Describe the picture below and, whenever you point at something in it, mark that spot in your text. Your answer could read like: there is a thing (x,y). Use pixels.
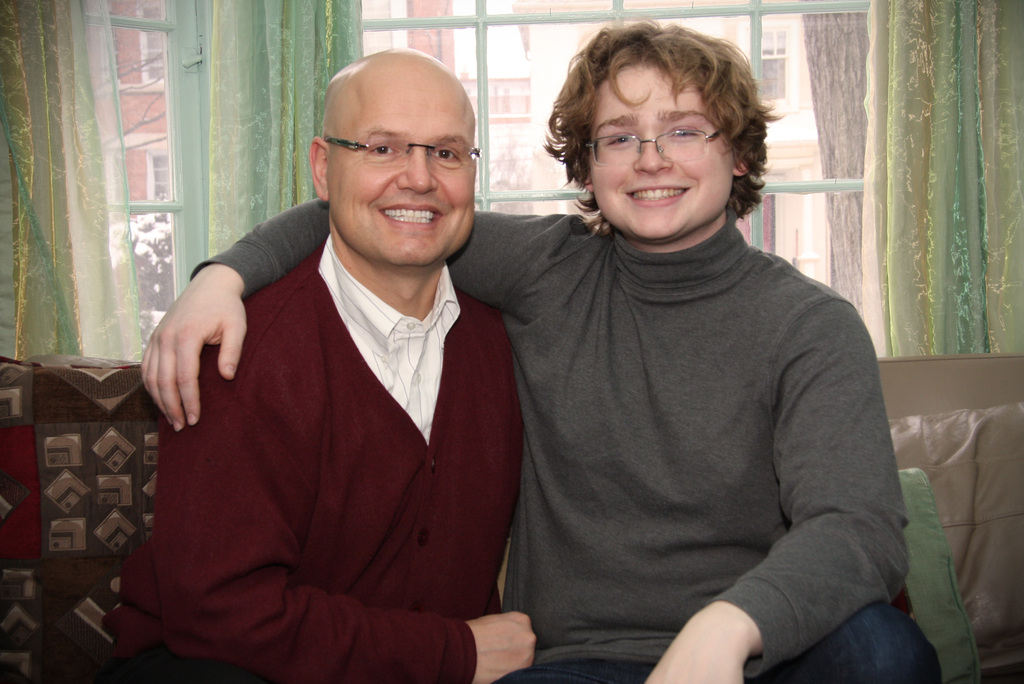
In this image two persons (358,485) are sitting on the sofa (1018,536). They are wearing spectacles (693,148). Behind them there is a window (776,191) having curtains (993,175). From the window (477,210) few trees (151,276) and buildings (566,46) are visible.
